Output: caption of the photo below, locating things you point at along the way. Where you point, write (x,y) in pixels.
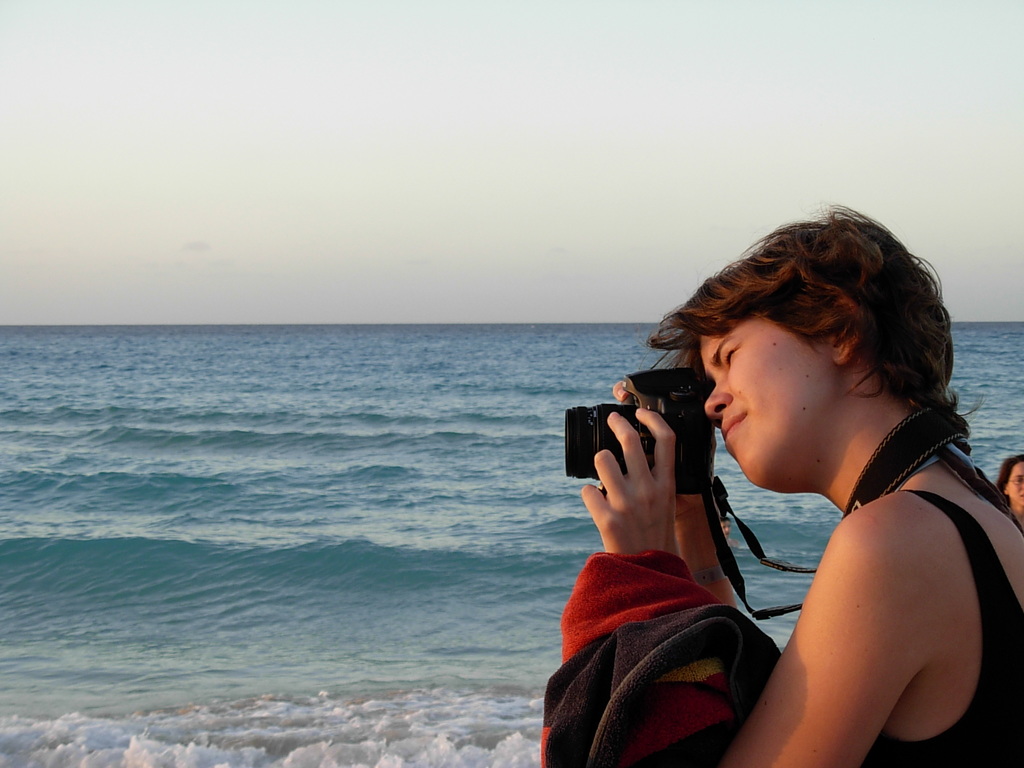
This picture shows a woman (809,348) holding a camera (643,434) in her hand (641,482) and a cloth (662,635). In the background (255,497) there is a ocean (475,481) and a sky (459,168) here. In the background (443,433) there is a ocean (329,399) and a sky (239,141) here.
